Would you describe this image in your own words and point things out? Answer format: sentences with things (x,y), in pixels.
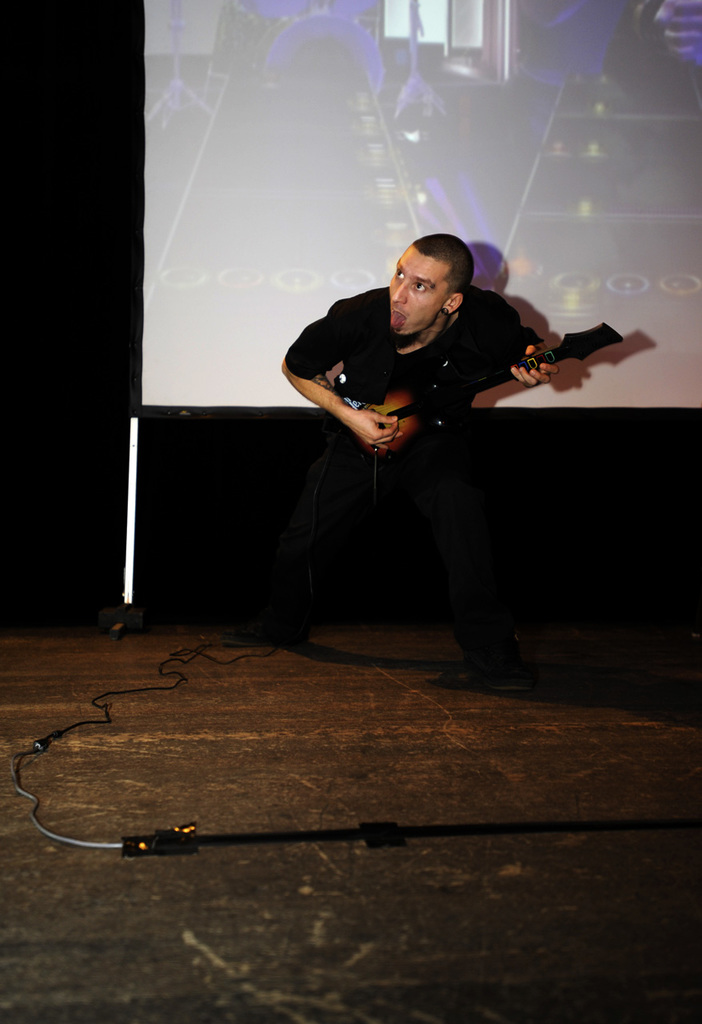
In this image I see a man (474,290) who is wearing black shirt (371,390) and a black jeans (381,463) and he is holding a guitar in his hand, I can also see a wire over here. In the background (192,4) I see the screen (151,12).
